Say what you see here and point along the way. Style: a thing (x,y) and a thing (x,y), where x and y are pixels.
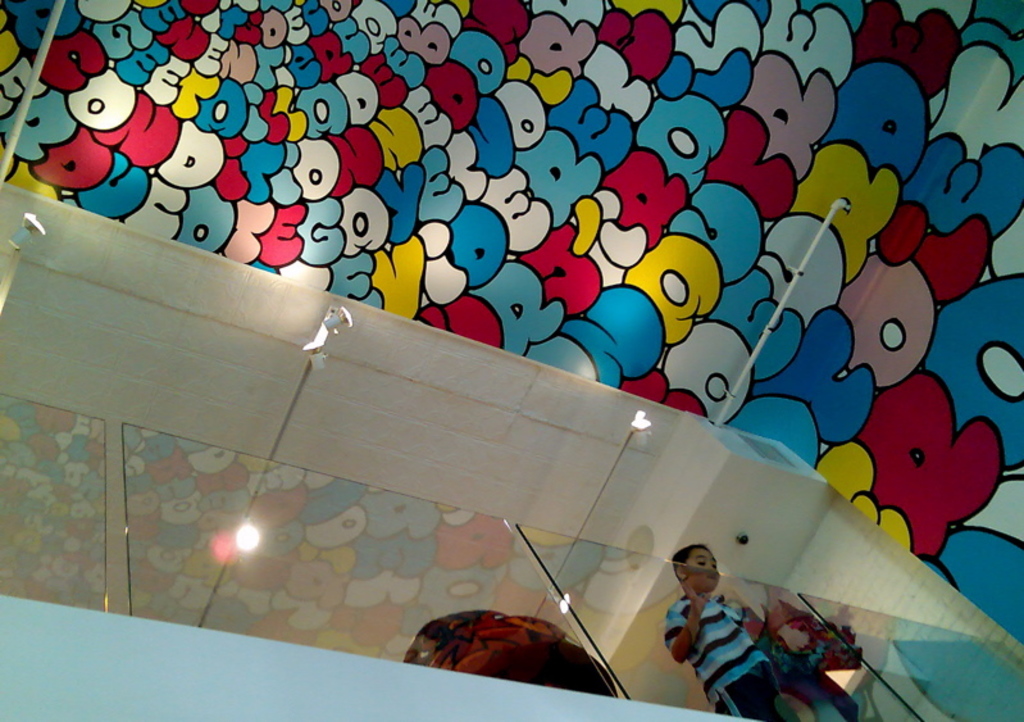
A boy (769,674) is standing, this is glass (212,551) and this is roof (482,286).
